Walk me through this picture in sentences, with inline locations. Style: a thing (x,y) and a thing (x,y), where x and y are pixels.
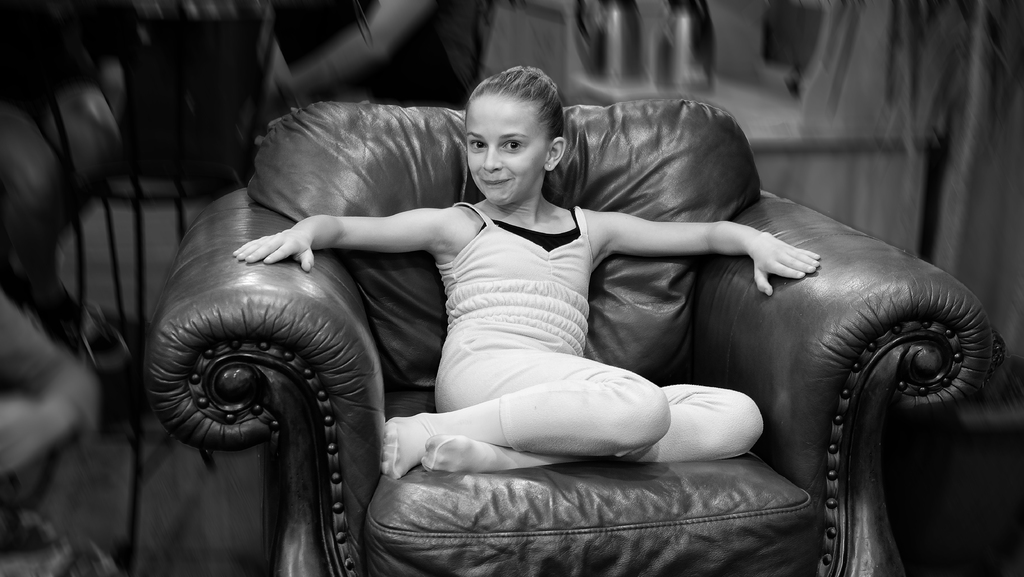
In this image I can see the person (524,349) sitting on the couch (616,510) and wearing the dress (454,271) and I can see the blurred background (779,91). And this is a black and white image.
